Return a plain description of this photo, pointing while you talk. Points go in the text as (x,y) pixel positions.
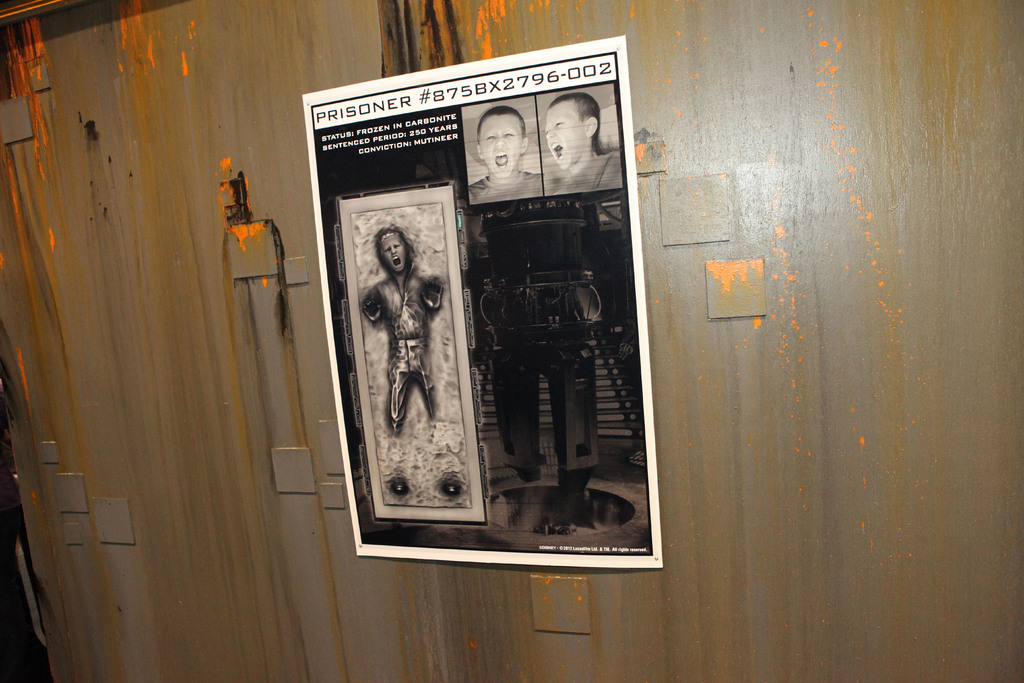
In this image, we can see a poster (420,345) with some image (395,222) and text (379,110) on the wooden wall (745,520).
